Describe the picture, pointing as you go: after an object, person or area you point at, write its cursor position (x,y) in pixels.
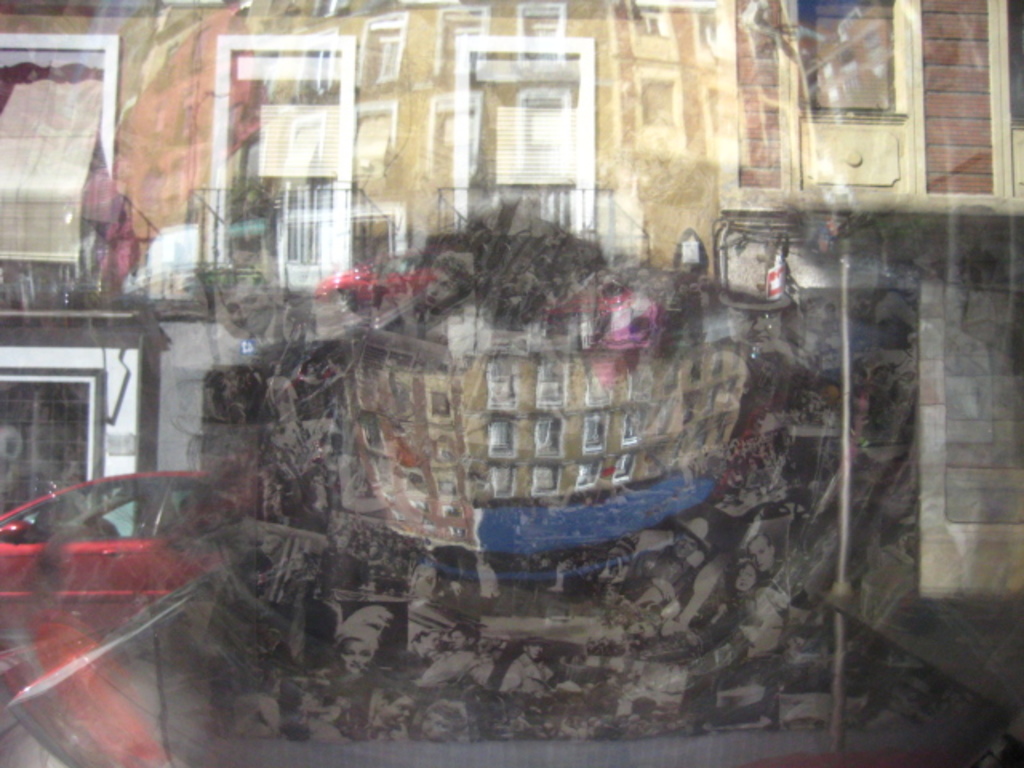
In the picture we can see a glass window (530,442) from it, we can see a house building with windows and near it, we can see a car (80,584) which is red in color parked near it.
